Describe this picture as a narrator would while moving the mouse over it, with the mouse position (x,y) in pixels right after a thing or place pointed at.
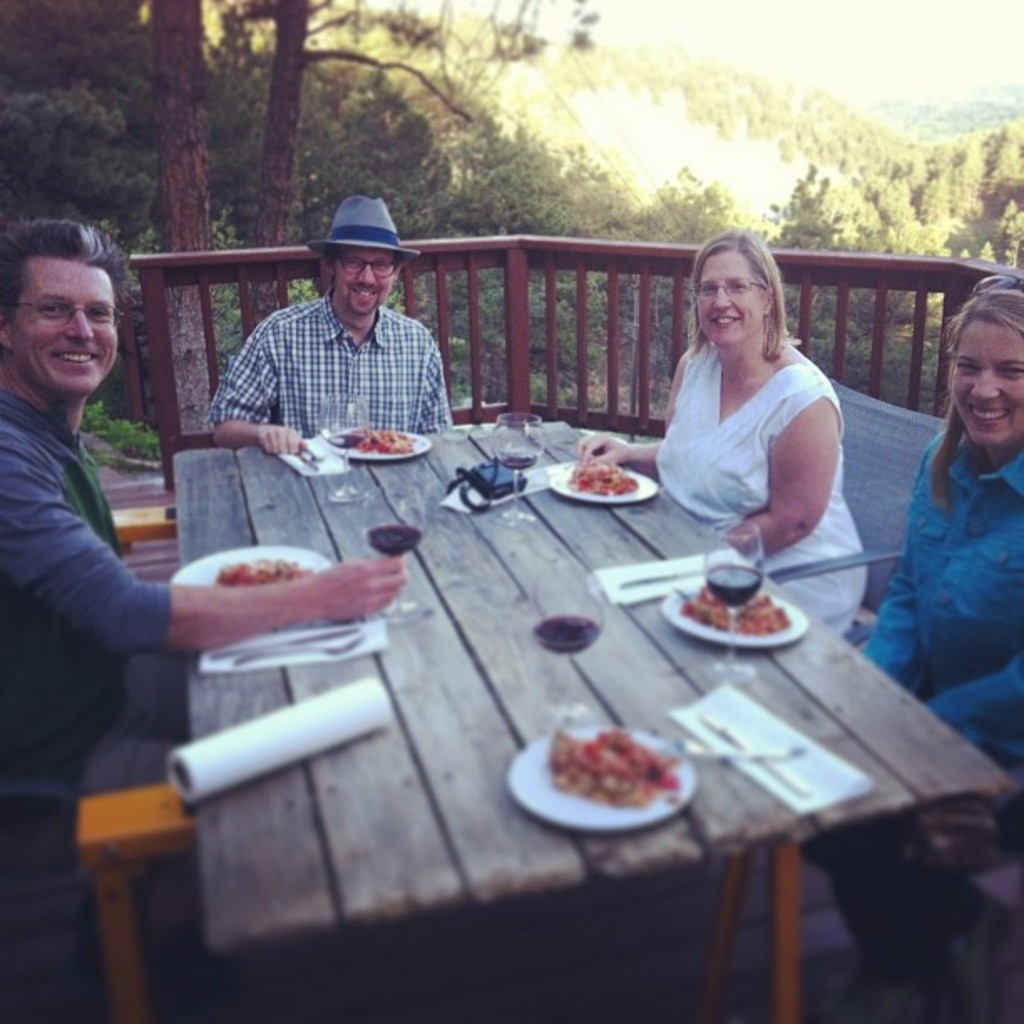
In this image I can see two men (364,209) and two women (988,381). Here I can see a table (221,918) with foods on it. In the background (206,144) I can see number of trees (170,181). I can also see glasses (412,491) on table (488,567).
